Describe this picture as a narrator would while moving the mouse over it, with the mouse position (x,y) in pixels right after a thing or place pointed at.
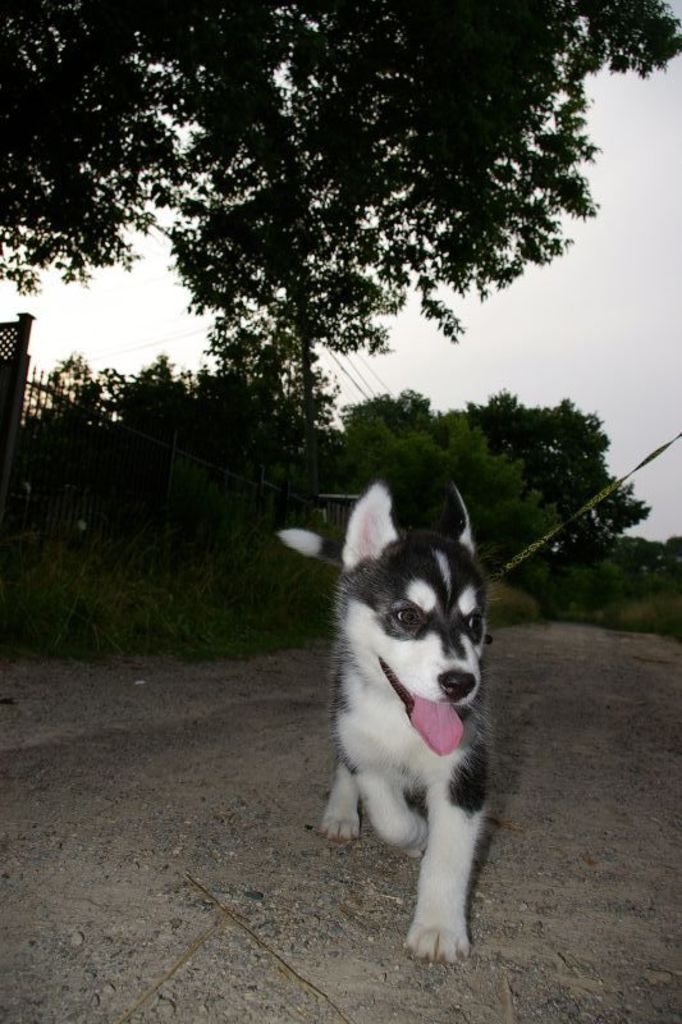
In this image there is a dog (437,660) on a road (254,834), in the background (570,445) there are trees (561,451) fencing (194,463) and a cloudy sky (613,291).
